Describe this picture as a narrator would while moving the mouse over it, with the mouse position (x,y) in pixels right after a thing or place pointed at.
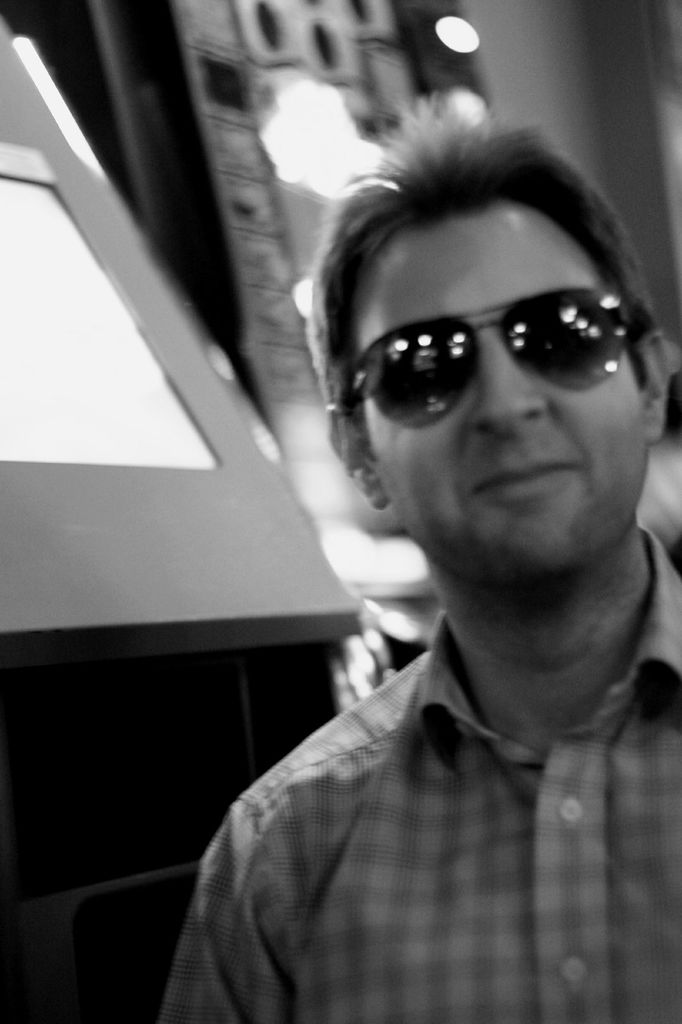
In this image we can see a man (527,679) wearing glasses (534,351). In the background (165,117) there is a wall (250,249) and we can see lights (303,133).
